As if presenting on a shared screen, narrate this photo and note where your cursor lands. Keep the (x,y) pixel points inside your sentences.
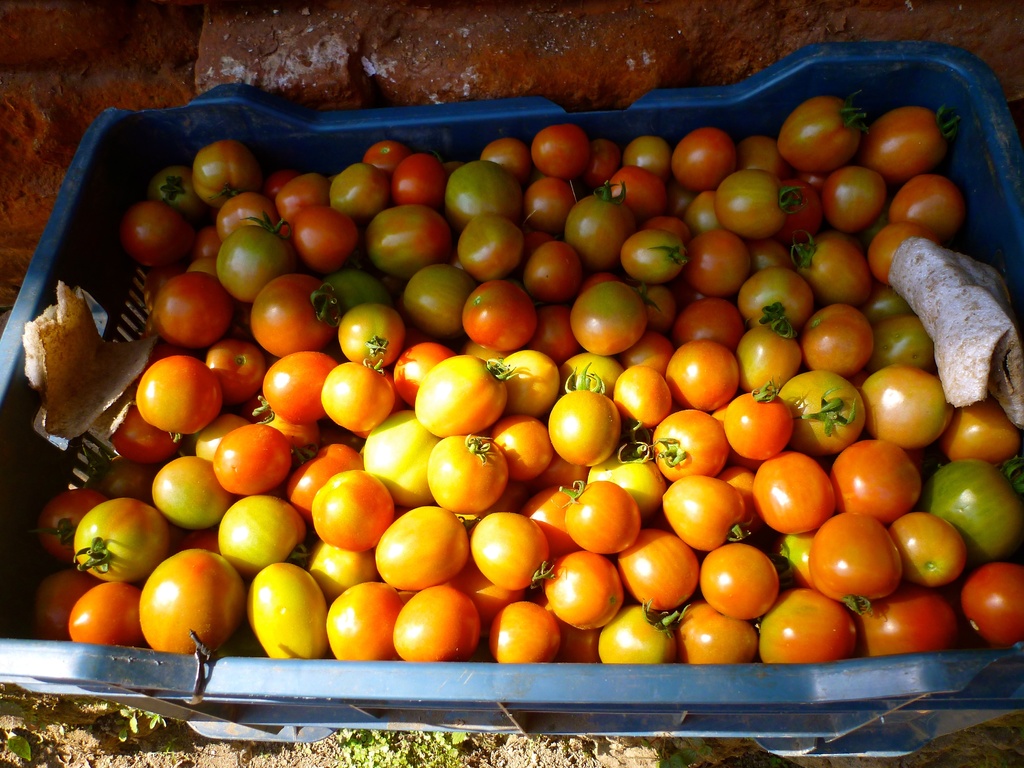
In this image I can see a basket (367,704) in blue color which consists of tomatoes (453,486) in that. On the top of the image (544,49) I can see the bricks (260,76). At the bottom of the image (171,757) I can see the ground (199,754).
